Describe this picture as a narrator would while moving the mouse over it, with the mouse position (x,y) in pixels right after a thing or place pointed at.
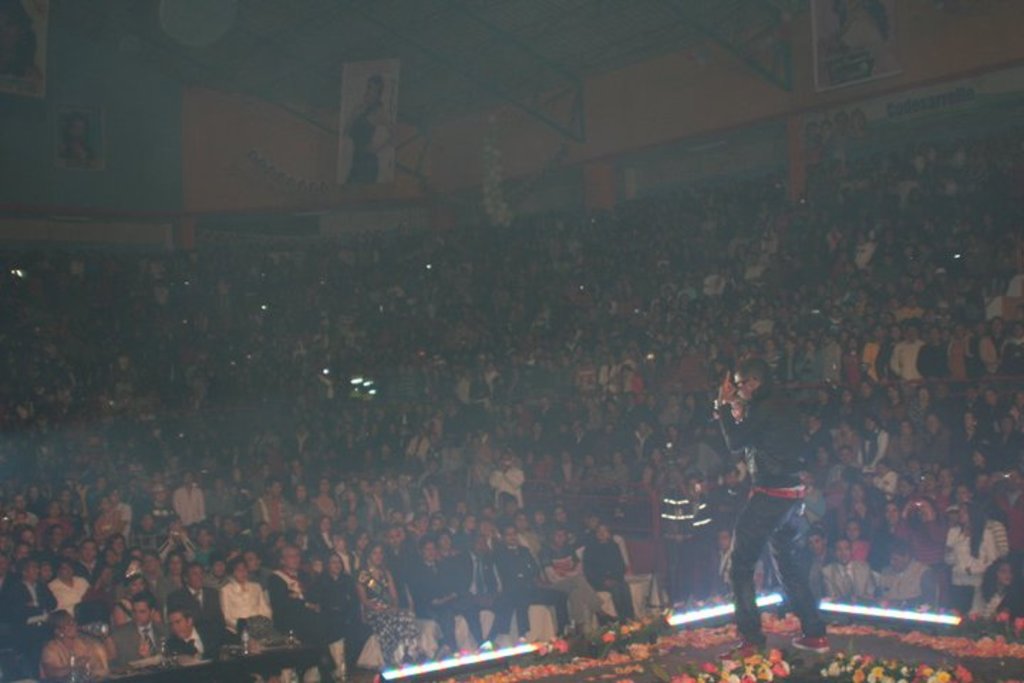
In this image a person (793,573) is standing on the stage (777,619) having few flowers (756,672). Before him there are few persons (308,456) sitting on the chairs (340,670). Background (272,127) there is a wall (318,176) having few posters (79,118) attached to it.
